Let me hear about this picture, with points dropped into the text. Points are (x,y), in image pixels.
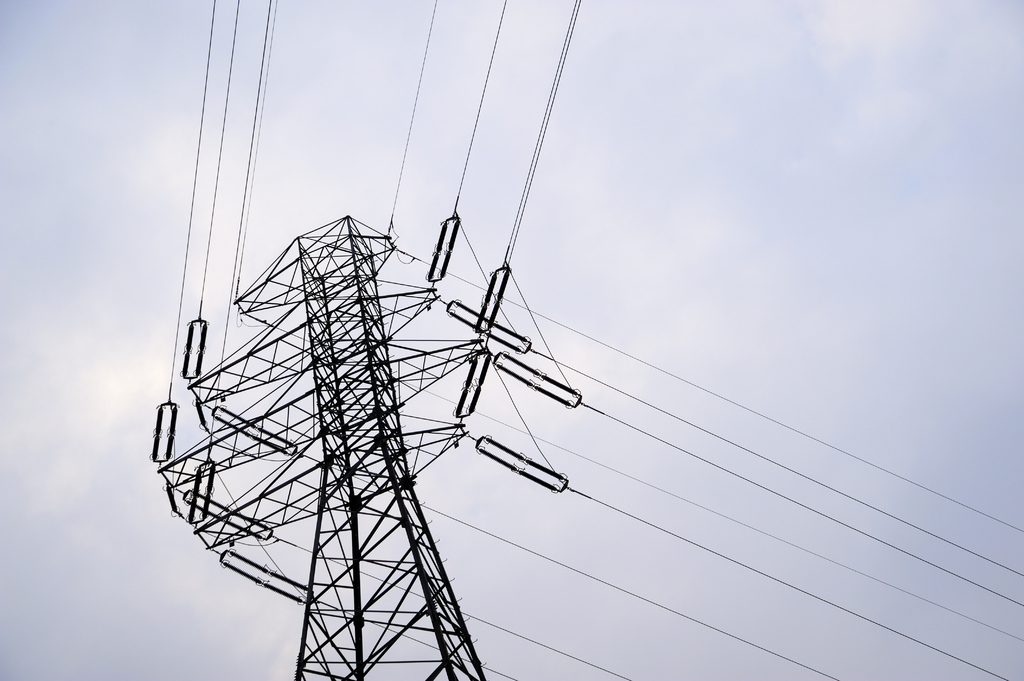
In this image I can see a transmission pole (321,377). In the background (436,148) I can see the sky (604,249) in white color.
